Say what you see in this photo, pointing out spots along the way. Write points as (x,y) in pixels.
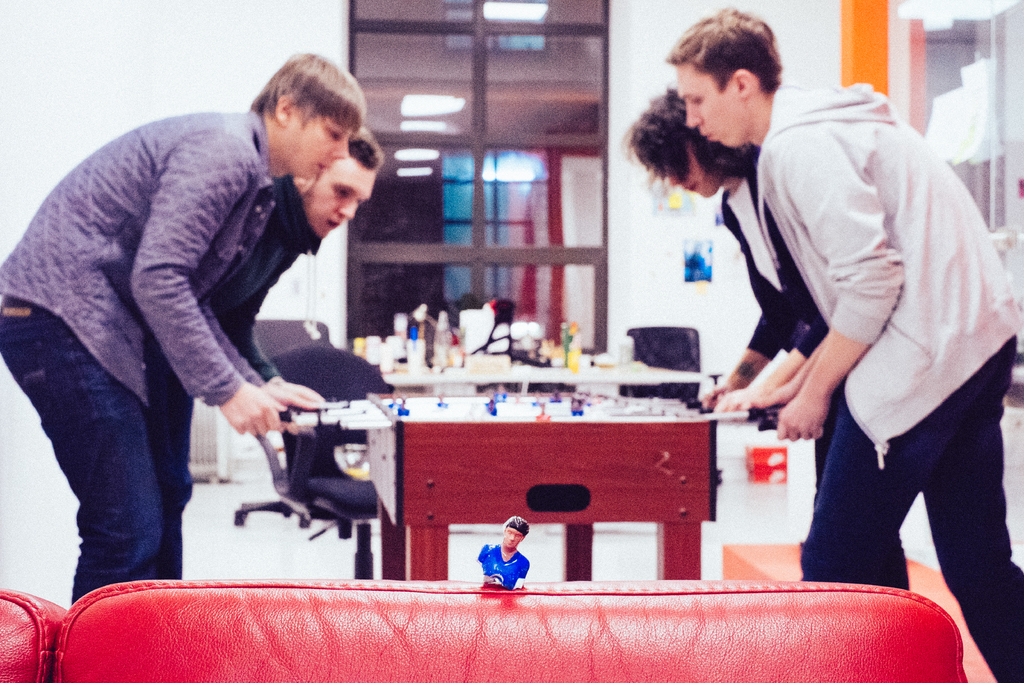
In this image i can see 4 persons (280,215) playing a Foosball (541,411). I can see a couch (392,610) and a toy (510,536) on it. In the background (511,191) i can see a window (463,137) and a wall (208,45).
